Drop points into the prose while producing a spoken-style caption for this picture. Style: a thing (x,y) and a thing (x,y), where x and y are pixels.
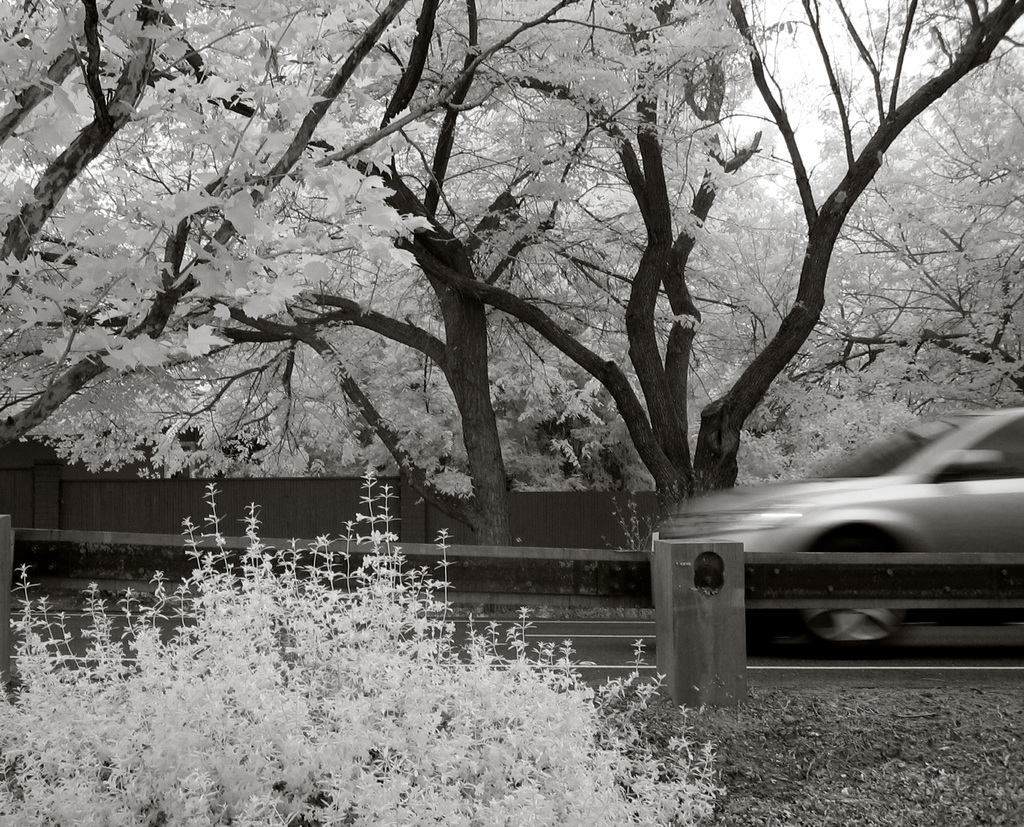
In this image we can see a plant (419,721), a car (919,513) on the road (757,636), a railing (477,555) and few trees (506,206) in the background (707,221).
